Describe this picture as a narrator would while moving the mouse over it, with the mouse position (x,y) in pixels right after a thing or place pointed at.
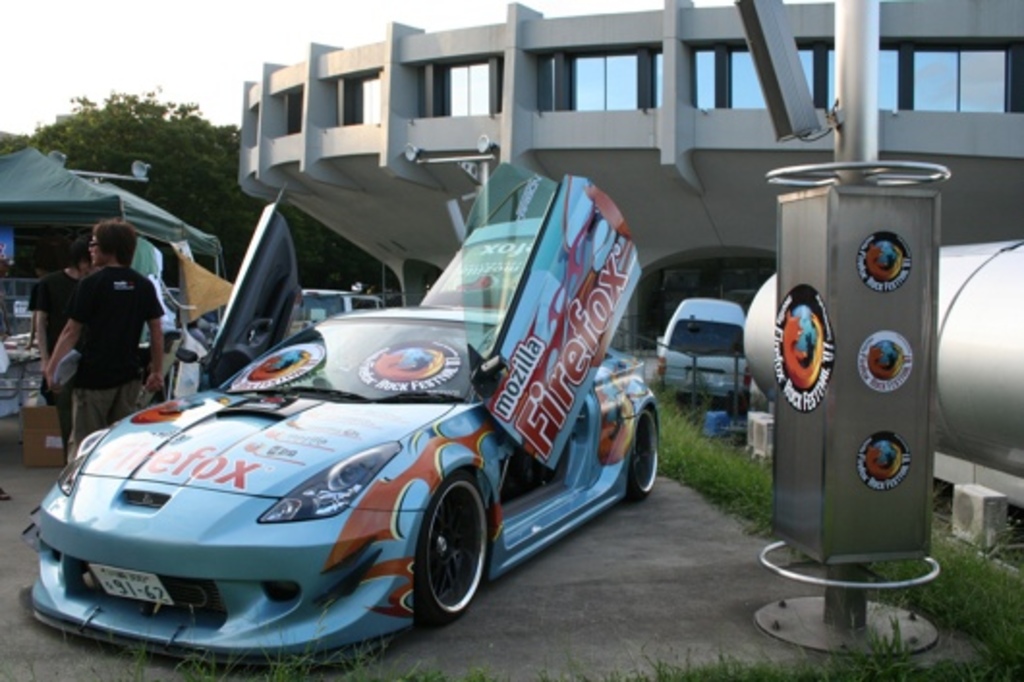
In the center of the image (491,259) we can see a few vehicles (260,409). And we can see some text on the front vehicle (377,491). On the right side of the image (963,397), we can see one cylinder type object (970,418), one pole (813,540), grass (868,591) and banners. On the banners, we can see some text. In the background (334,44), we can see the sky (300,38), clouds (357,43), trees (77,149), one building (672,82), one tent (33,165), banners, few people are standing and a few other objects (122,178).
